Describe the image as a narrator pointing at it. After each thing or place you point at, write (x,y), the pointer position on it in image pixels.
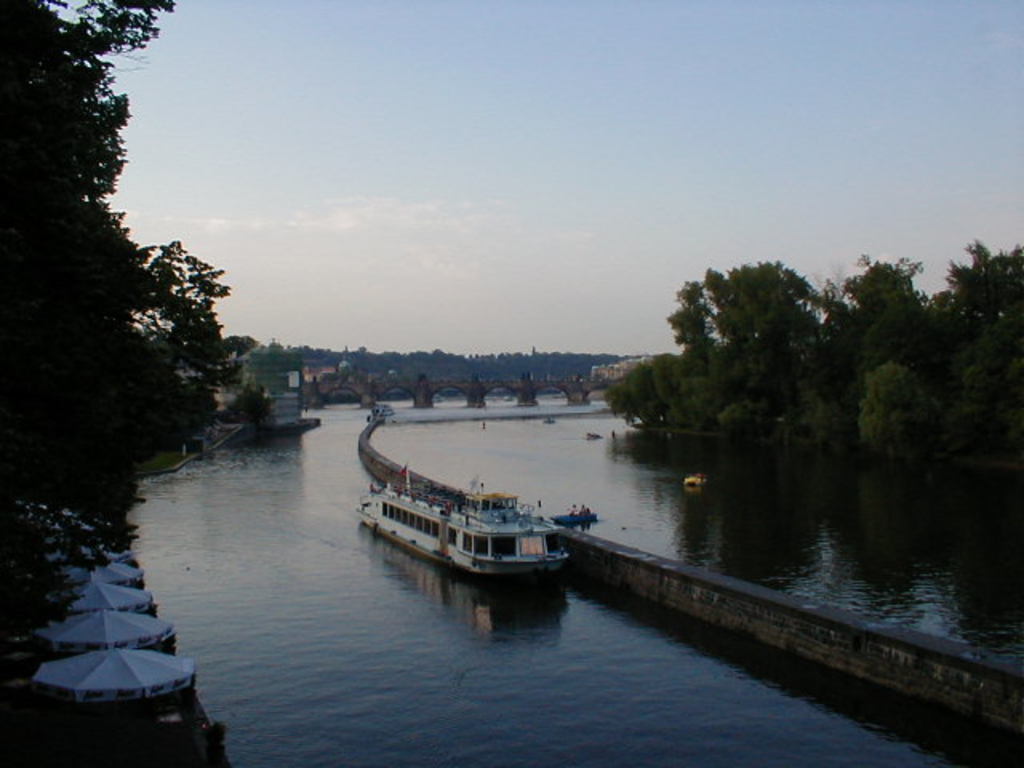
In this picture I can observe a boat (403,510) floating on the water (259,465) in the middle of the picture (419,496). On either sides of the river (289,550) I can observe trees (173,385). In the background (447,313) I can observe sky (505,189).
